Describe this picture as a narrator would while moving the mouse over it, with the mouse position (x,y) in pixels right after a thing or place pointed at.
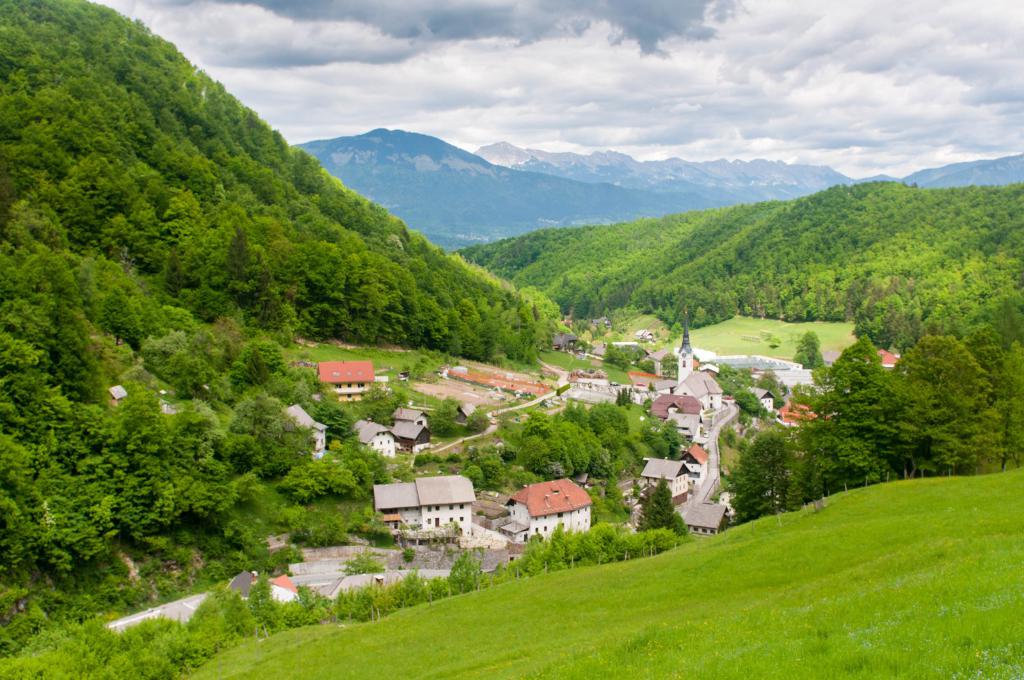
In this image we can see a group of houses (366,431) with roof (382,426) and windows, a tower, the pathway (437,570), grass (492,657), poles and a group of trees (728,486) on the hills (400,367). On the backside (640,209) we can see the mountains (577,190) and the sky (684,97) which looks cloudy.
